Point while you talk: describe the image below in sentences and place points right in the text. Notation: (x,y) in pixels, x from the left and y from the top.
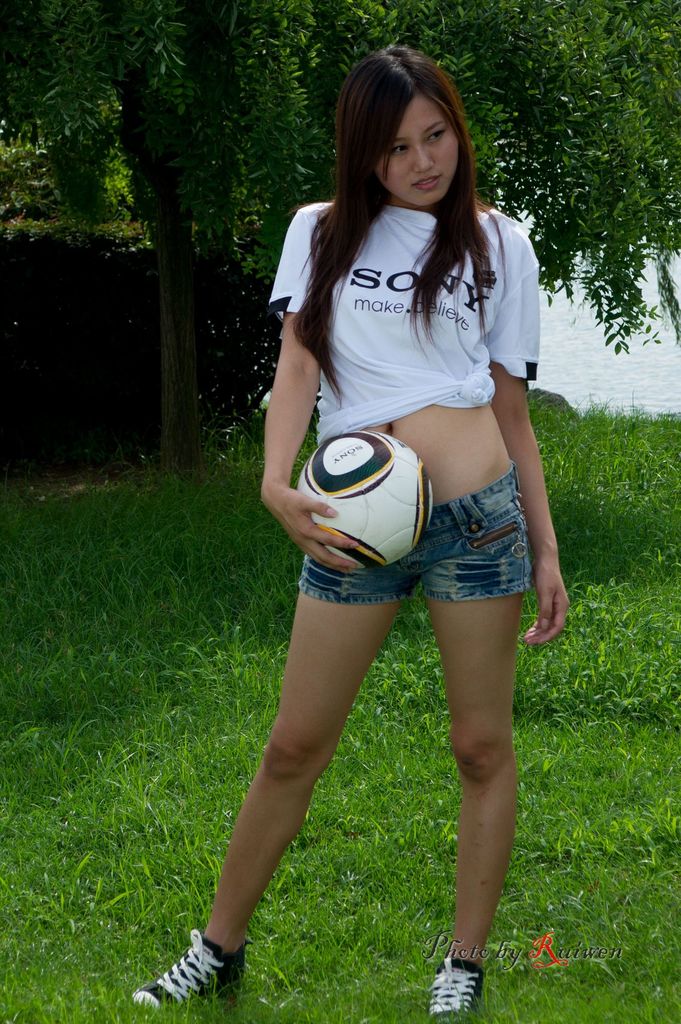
Here we can see a woman (492,450) who is holding a ball (405,464) with her hand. She is standing on the grass (594,843). On the background (280,63) there is a tree (581,246) and this is water (618,374).
